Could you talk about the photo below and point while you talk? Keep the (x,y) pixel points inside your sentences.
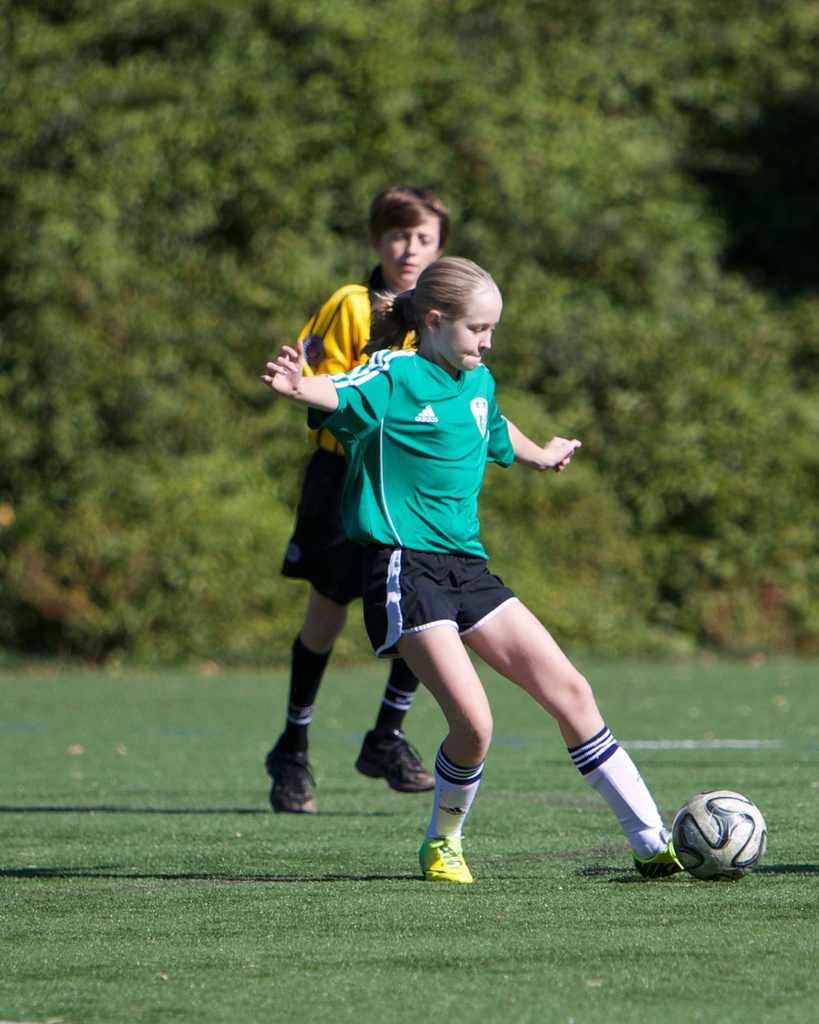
In this image I can see a girl (361,510) and a boy (338,610). Here I can see a football (731,792) and in the background (33,519) I can see number of trees (414,162).
